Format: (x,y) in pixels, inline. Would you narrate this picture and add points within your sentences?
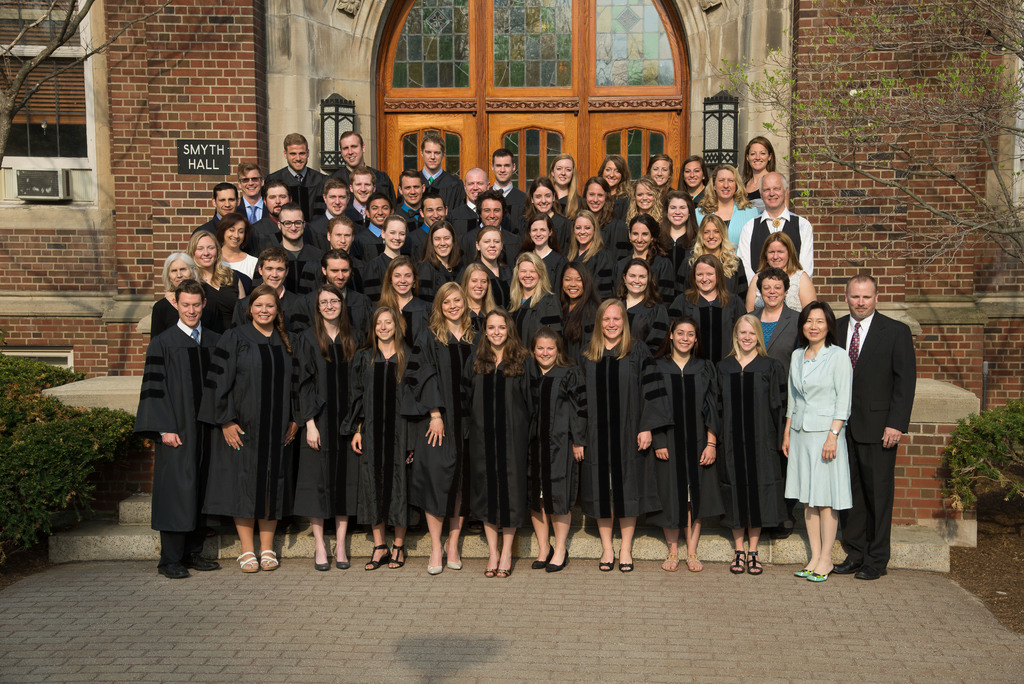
In this picture we can see a group of people (729,182) standing and smiling, trees (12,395) and in the background (100,499) we can see a building (434,109), name board (214,160), windows (651,151).
